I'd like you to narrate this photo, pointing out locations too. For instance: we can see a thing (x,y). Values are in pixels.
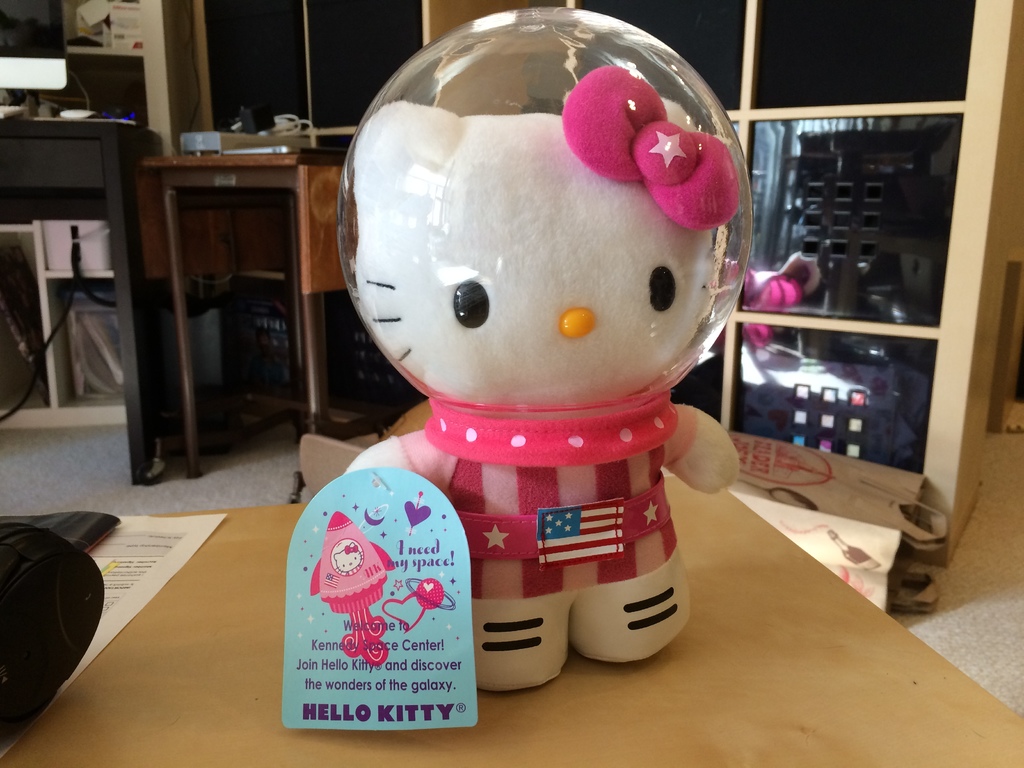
There is a toy (501,342) on the table (588,712), behind it there are tables (261,244) and rack (299,62).
